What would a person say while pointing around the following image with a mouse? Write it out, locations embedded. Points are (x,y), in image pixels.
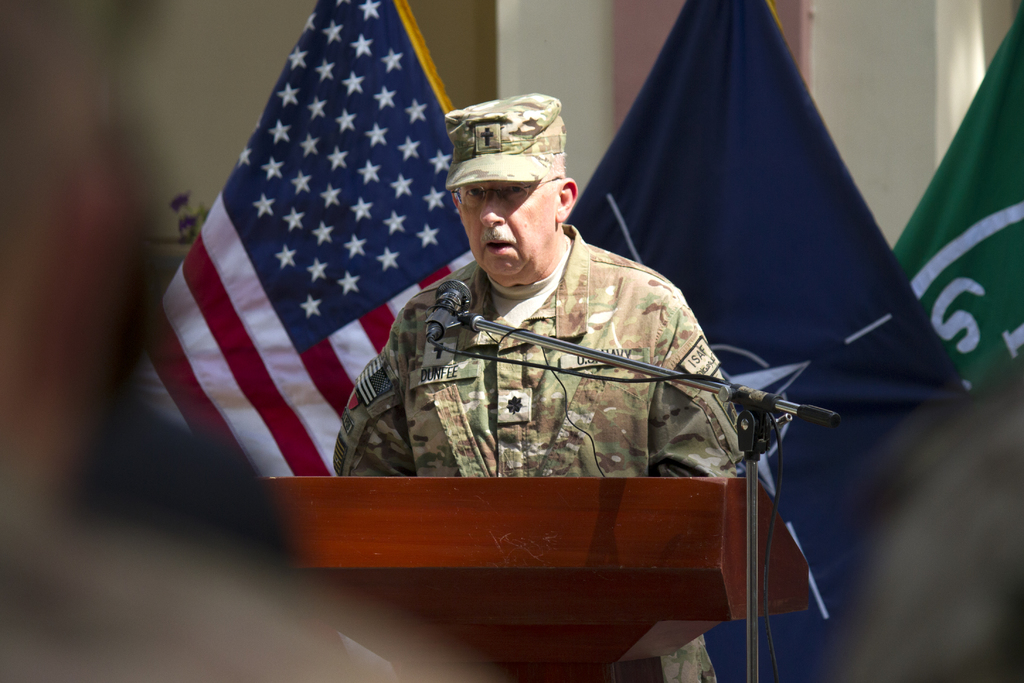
In the center of the image (566,290) we can see a man (531,286) standing, before him there is a podium (539,480) and a mic (435,335) placed on the stand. In the background (288,328) there are flags (856,265) and a wall (931,153).
